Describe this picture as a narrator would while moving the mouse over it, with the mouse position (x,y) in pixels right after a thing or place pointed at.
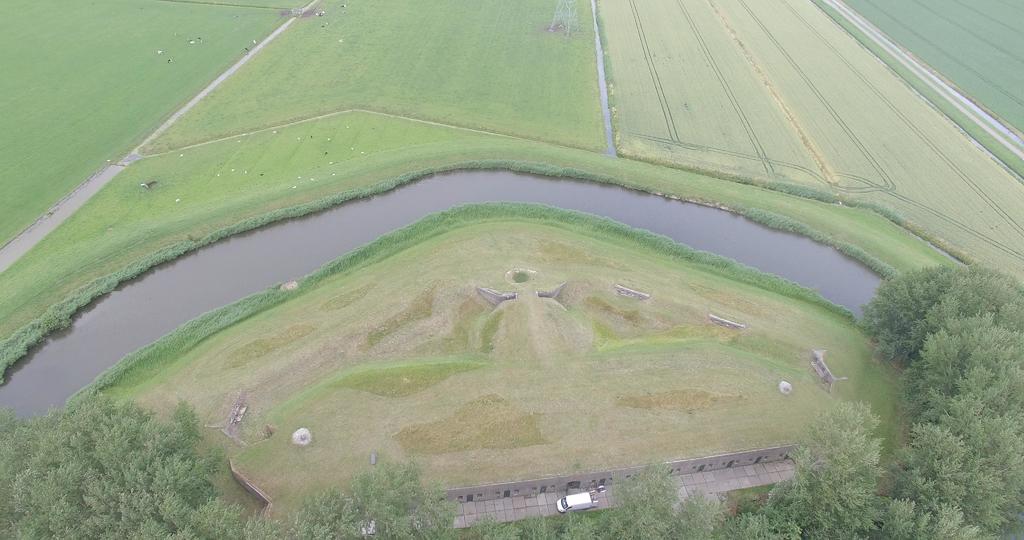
In this image I can see at the bottom (627,518) there is the vehicle (590,504) and there are trees (864,469) on either side. In the middle (614,185) it is the canal (458,183) beside the crops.
